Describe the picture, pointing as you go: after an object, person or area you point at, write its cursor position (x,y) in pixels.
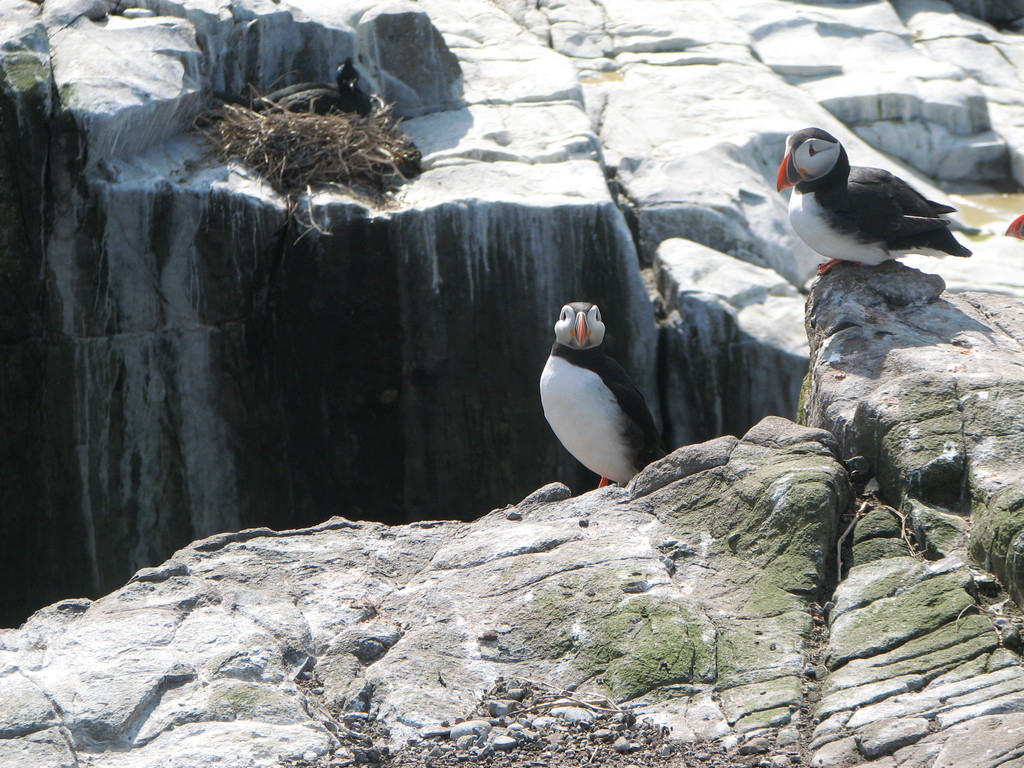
This image consists of birds (594,441). At the bottom (364,651), we can see the rocks (696,467). And a black color bird (346,82) is sitting in the nest (256,166).
